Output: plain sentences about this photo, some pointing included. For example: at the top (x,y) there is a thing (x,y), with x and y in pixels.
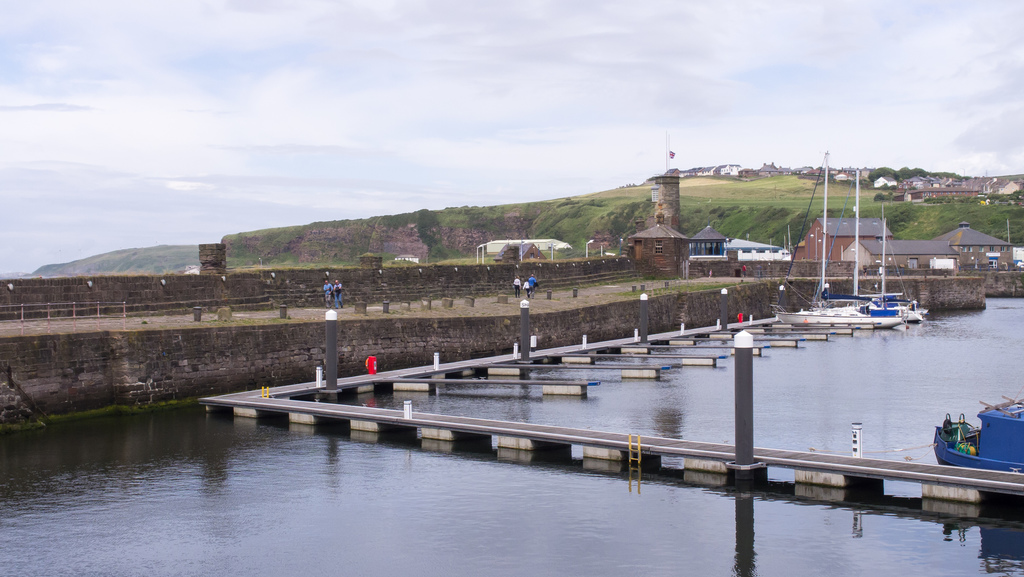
In this picture I can see boats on the water (707,376), there is a pier (545,385) on the water (647,424), there are group of people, houses (982,238), trees (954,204), and in the background (557,56) there is sky (543,93).
